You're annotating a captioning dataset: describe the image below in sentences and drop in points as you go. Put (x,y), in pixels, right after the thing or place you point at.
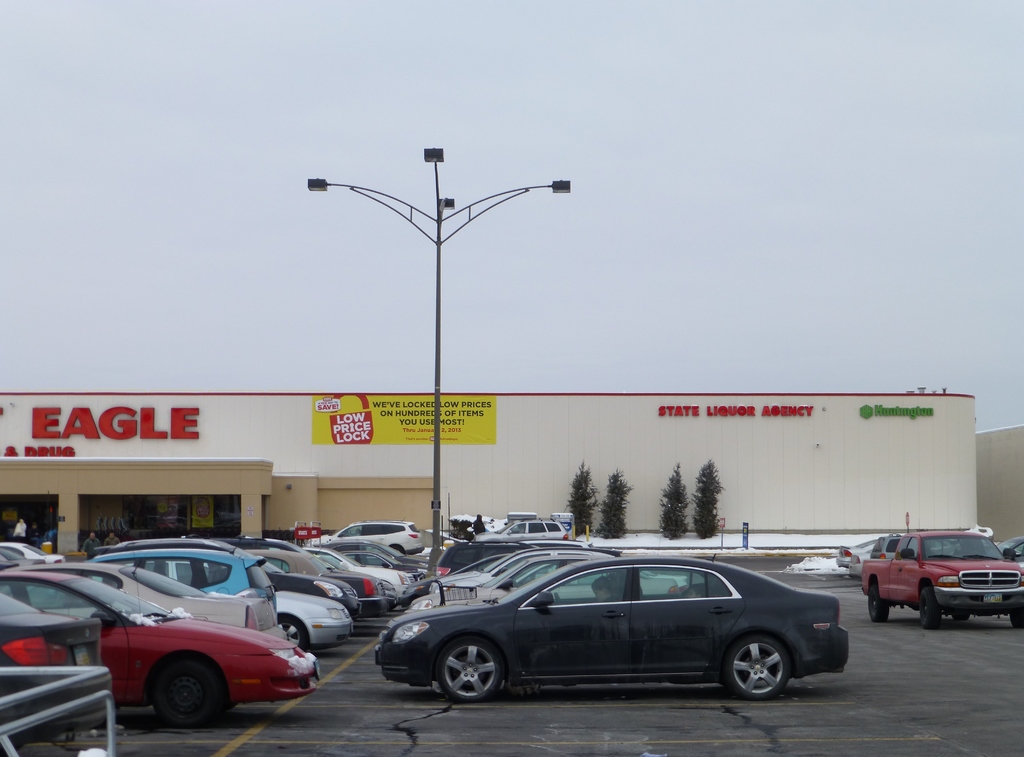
In this image we can see a group of cars (596,613) parked in a parking lot (847,712). In the background (694,524), we can see four trees (705,510), a light pole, a building (426,494) with sign boards (441,423) and the sky (224,224).
